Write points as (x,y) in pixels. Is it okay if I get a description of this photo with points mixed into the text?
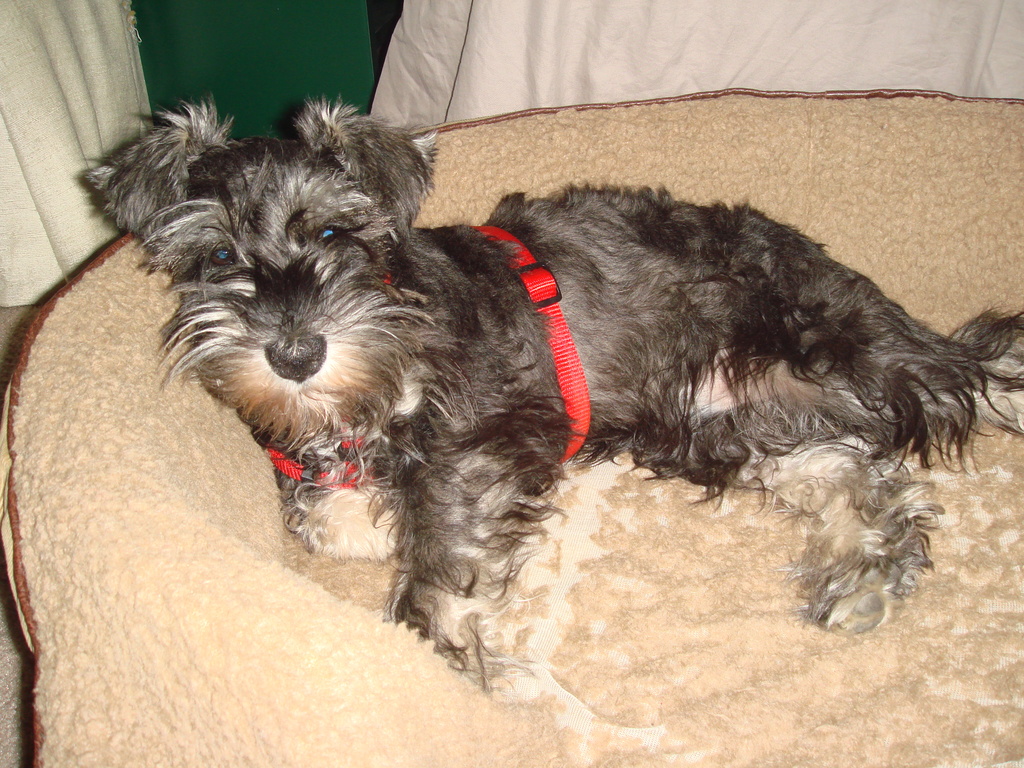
In this image I can see a dog (200,354) in white and black color on the cream color surface (108,456). Background (624,69) I can see a cloth (716,76) in white and green color.
